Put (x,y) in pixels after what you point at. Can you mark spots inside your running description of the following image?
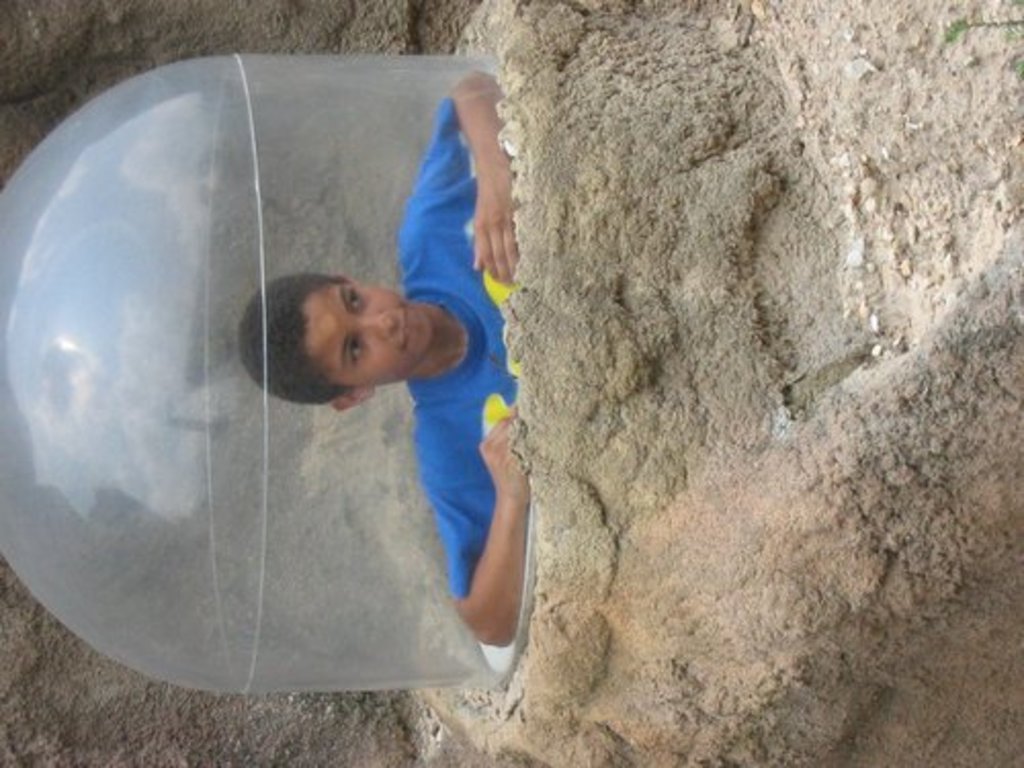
In this picture there is a boy (462,307) wearing blue color t-shirt (463,406) sitting under the rock mountain (685,604). Above we can see the transparent plastic dome (347,626). In the front (710,466) there is a rock mountain (727,428).
